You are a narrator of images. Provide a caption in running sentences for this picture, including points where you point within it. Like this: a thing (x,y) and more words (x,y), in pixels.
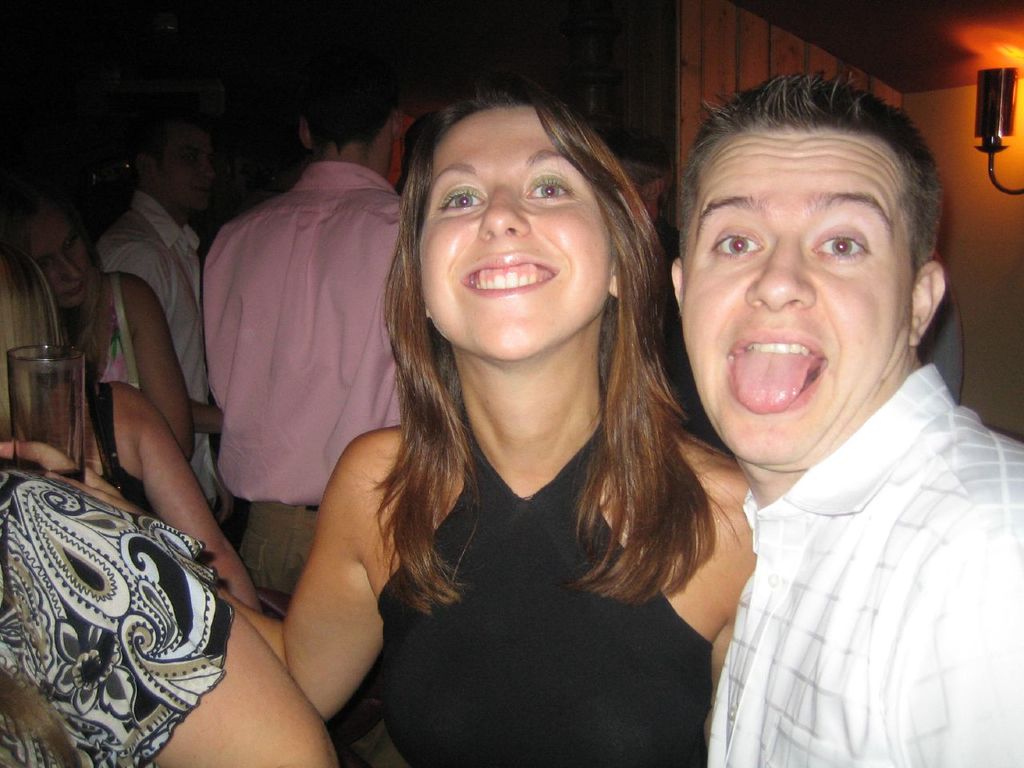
2 people (512,556) are standing. The person (853,597) at the right (844,610) is wearing a white shirt (810,614) and the person (681,621) at the left (305,636) is wearing a black dress (531,651) and holding a glass (52,394). There are other people (166,348) at the back (148,328).
